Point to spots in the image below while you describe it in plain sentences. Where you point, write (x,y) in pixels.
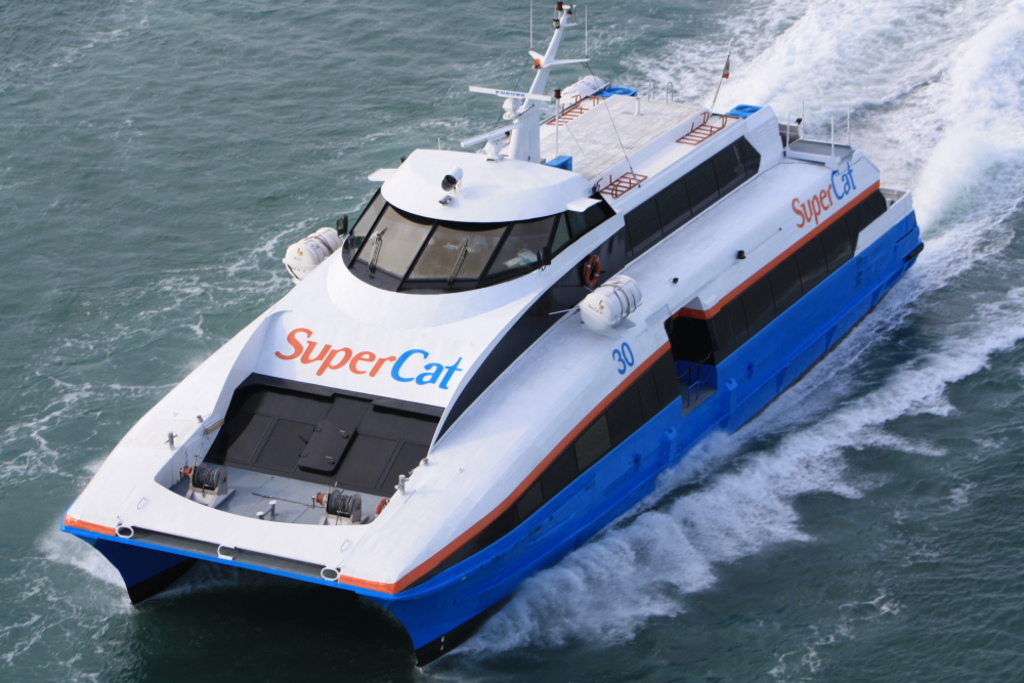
In this image I can see water (87,307) and on it I can see a white and blue colour boat (538,429). I can also see something is written on the boat (450,348).
